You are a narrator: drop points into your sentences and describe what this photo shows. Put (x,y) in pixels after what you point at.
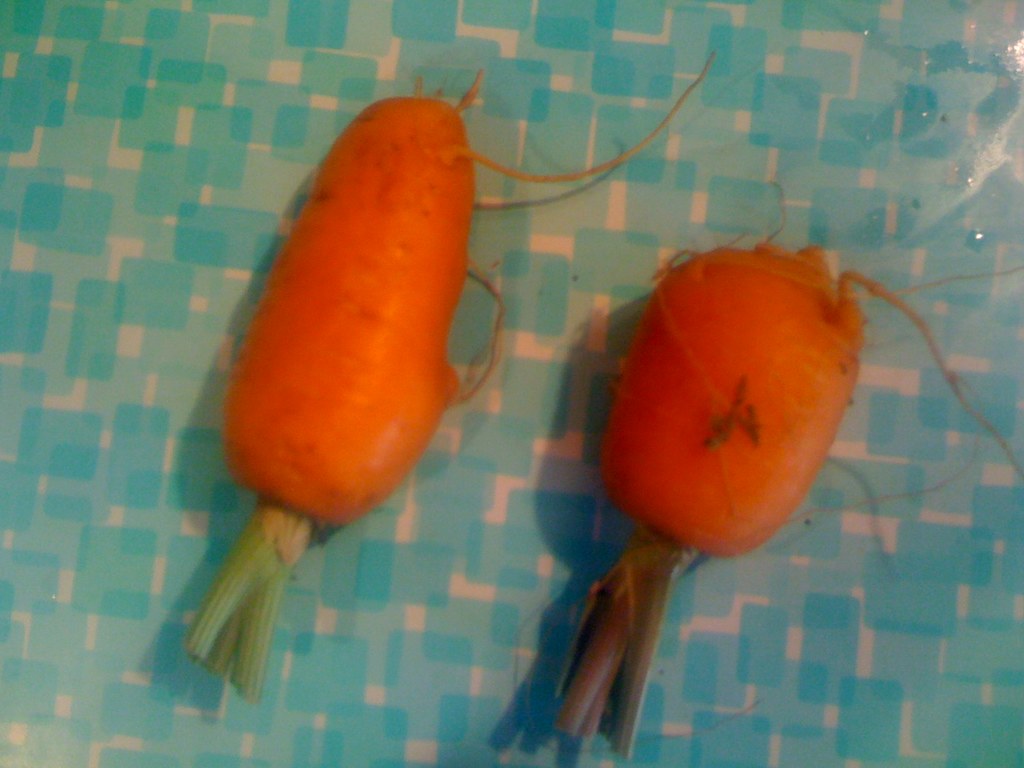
In this picture, we can see carrots (802,320) on an object (465,387).
